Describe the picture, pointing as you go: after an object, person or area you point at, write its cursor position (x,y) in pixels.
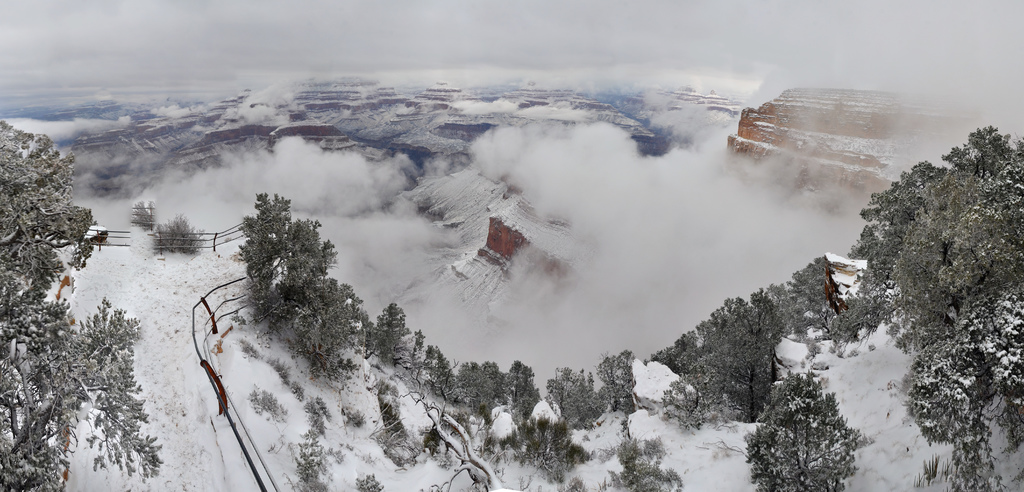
In this image I can see ground (155,491) full of snow (101,292) and number of trees (326,339) in the front (389,391). In the background (413,261) I can see snow (439,192), clouds (612,295) and on the left side of this image (102,240) I can see railing (100,241).
